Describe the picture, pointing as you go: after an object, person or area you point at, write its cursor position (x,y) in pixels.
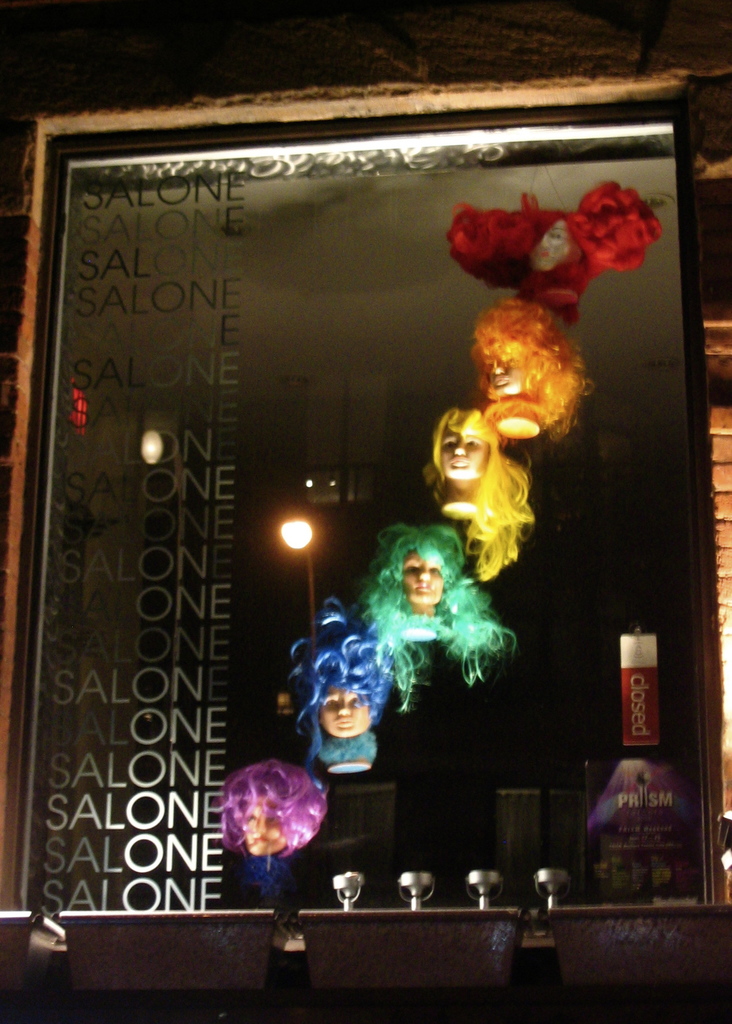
This image consists of a window (466,747) in which there are faces (547,263) of dolls (547,263) are seen. Beside the window (331,777) there is a wall (39,104). At the bottom (225,951), there are boxes (172,931).
